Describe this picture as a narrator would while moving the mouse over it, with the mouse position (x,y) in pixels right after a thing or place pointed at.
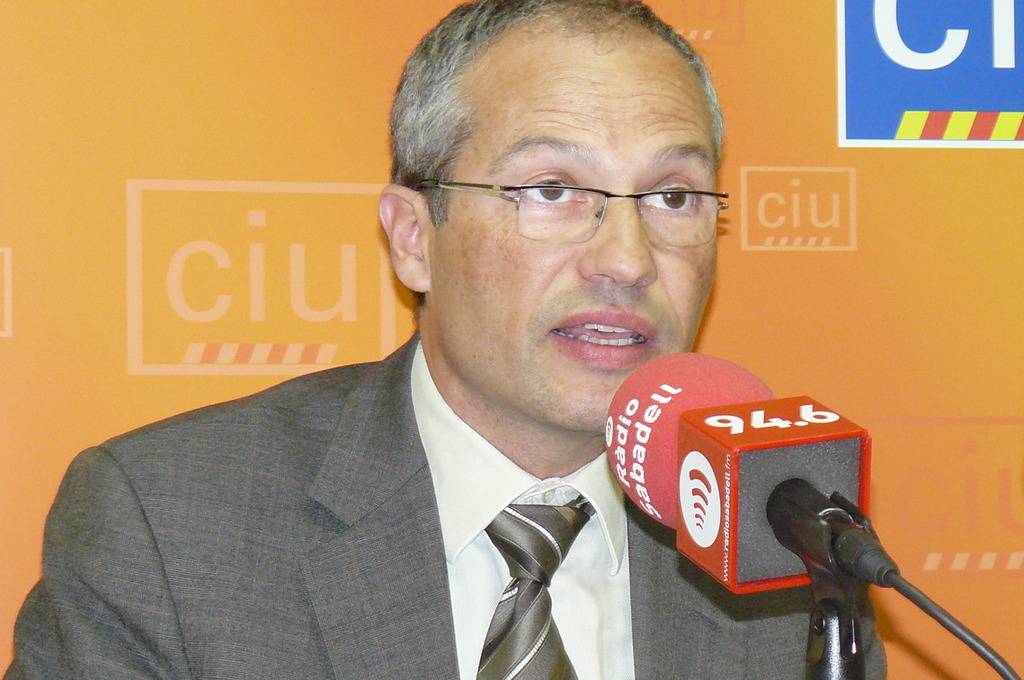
In this image, I can see a man (459,571) with spectacles (595,216). In front of the man (643,530), I can see a mike (756,529). In the background (184,323), there is a board (416,14) with the words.
